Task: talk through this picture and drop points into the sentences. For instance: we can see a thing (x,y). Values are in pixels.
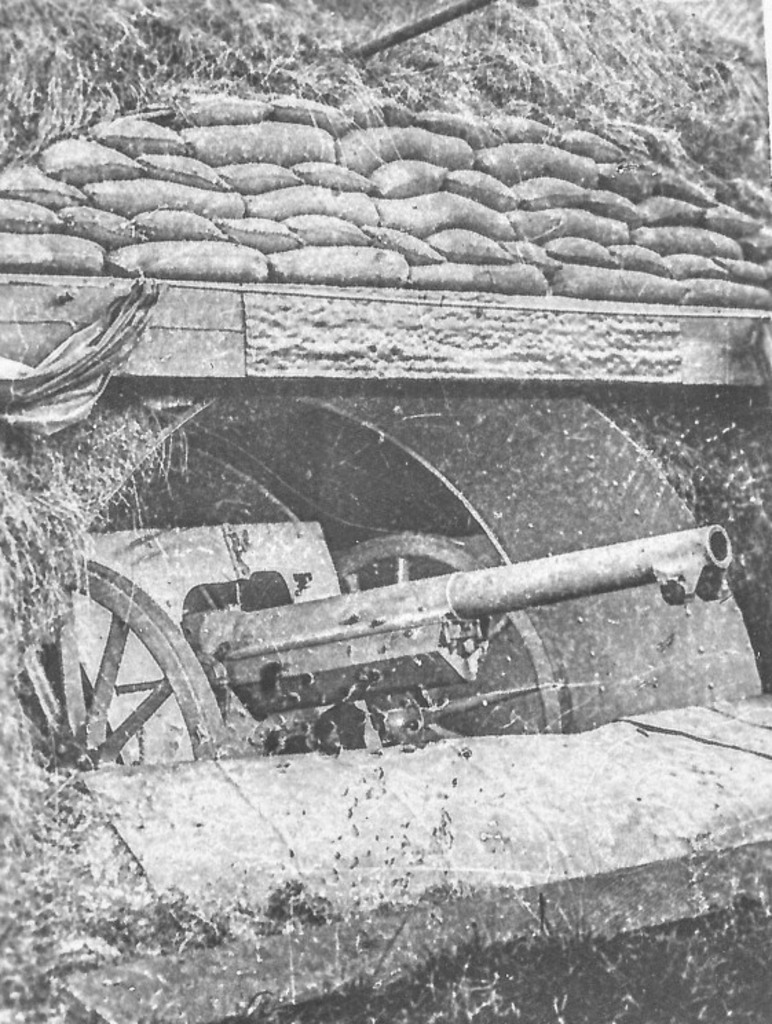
It is the black and white image in which there is a gun (224,625) in the tunnel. Above the gun (304,563) there is a wall (207,309) on which there are so many sacks (412,150).
